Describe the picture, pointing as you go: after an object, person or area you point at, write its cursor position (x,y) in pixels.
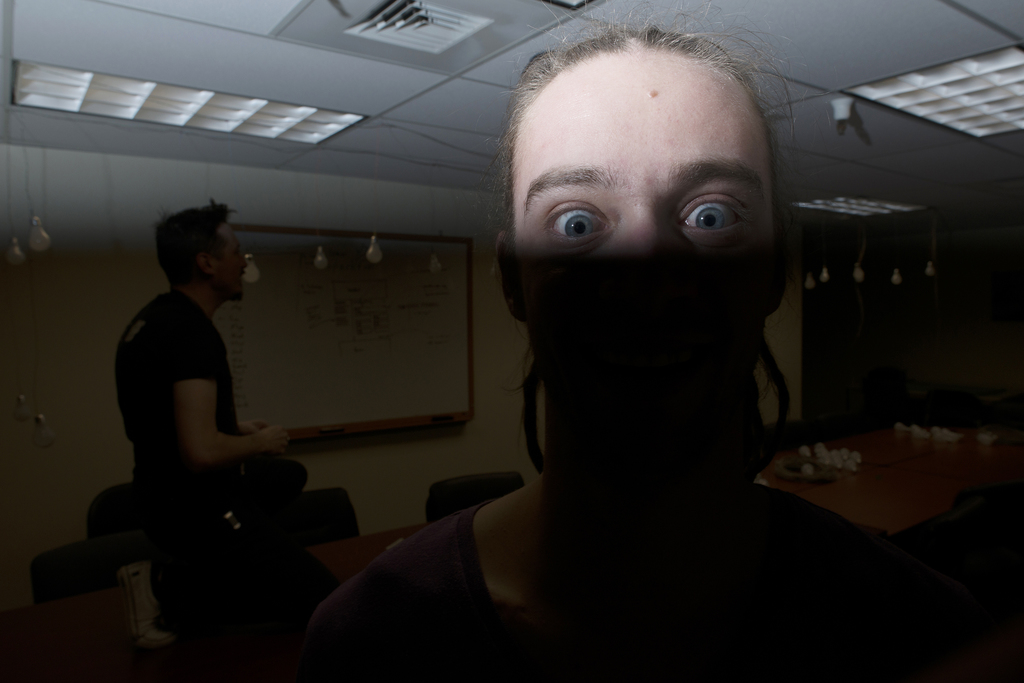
Here we can see a woman (588,166) standing, and at back (178,327) a person (184,358) is standing, and here is the table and chairs (440,503), and here there is wall (302,196) and board (446,246) on it, and here are the lights (39,240).
